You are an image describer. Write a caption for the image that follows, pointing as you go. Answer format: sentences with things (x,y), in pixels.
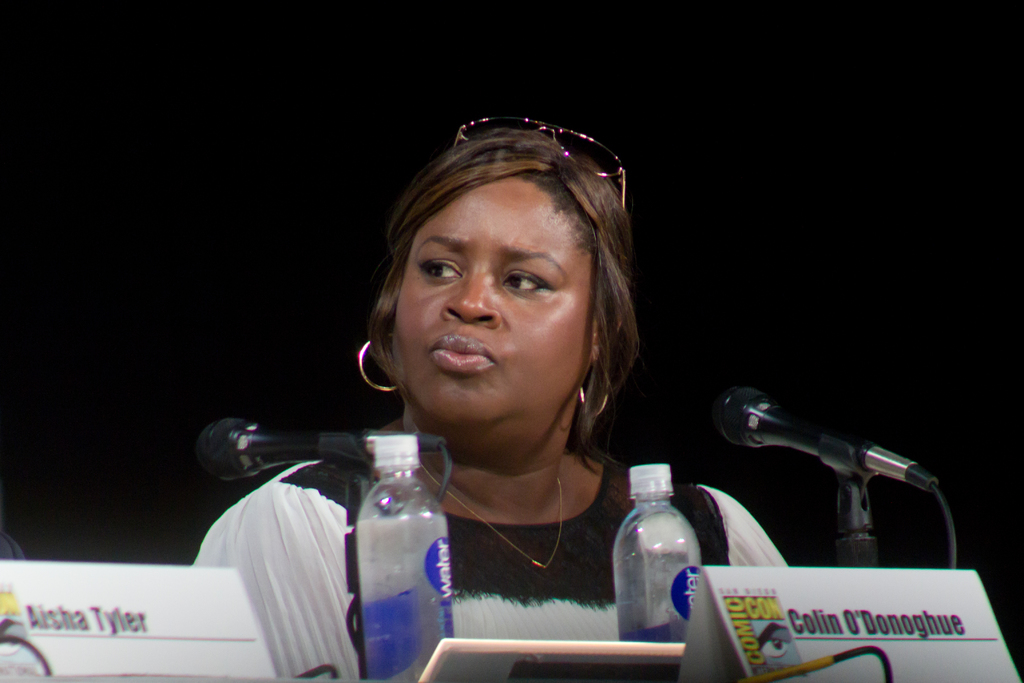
In this picture we can see woman (526,270) kept goggles (593,141) on head (518,160) and in front of her we can see bottles (386,525), mic (243,445), name boards (130,616).
